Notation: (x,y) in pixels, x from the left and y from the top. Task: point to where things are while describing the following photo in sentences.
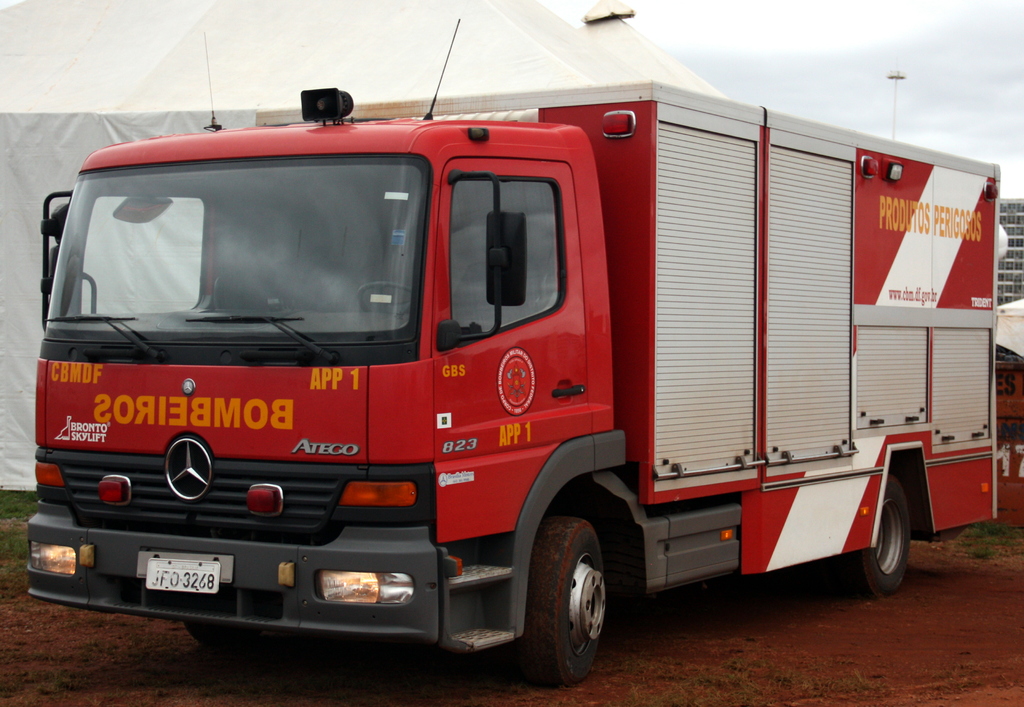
In this image, I can see a truck (528,533). Behind the truck (269,132), there is a tent (495,66). On the right corner of the image (1008,268), I can see a building (1018,232). In the background (921,106), there is the sky (827,90).
